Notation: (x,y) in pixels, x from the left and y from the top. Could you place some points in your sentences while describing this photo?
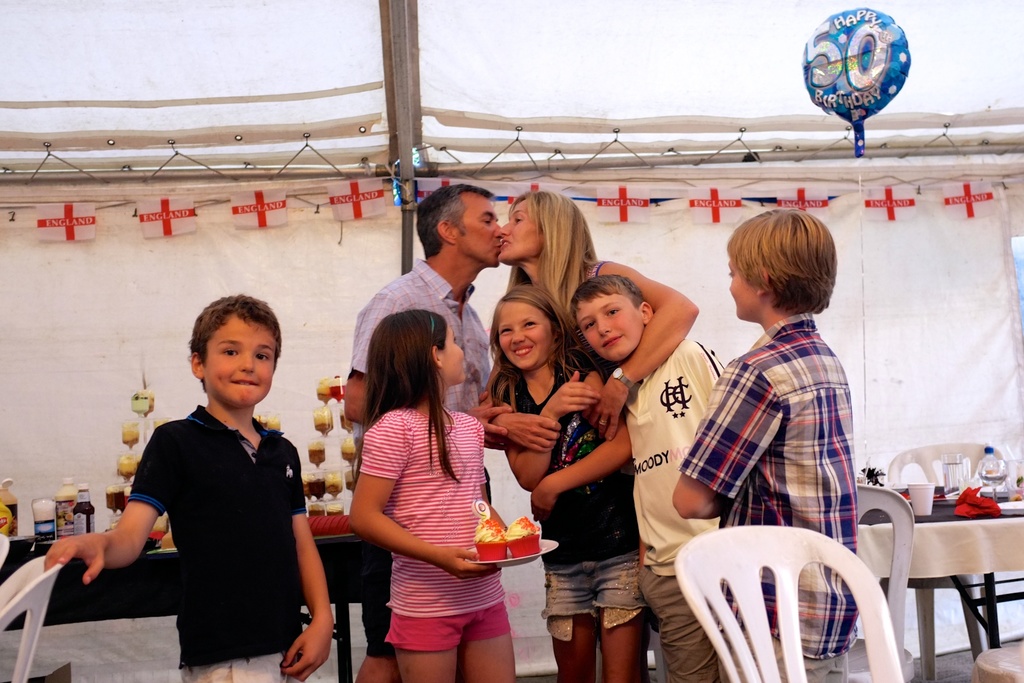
In this picture we can see man (457,258) and woman (518,248) are kissing and in front of them we have children's (400,351) and here girl (443,465) is holding plate (536,557) and on plate (552,549) we can see some food item (485,548) and in background (282,199) we can see flags (255,212), balloon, table (928,527), chair (928,457) and on table (950,542) glass (956,464), bottle (989,448).
